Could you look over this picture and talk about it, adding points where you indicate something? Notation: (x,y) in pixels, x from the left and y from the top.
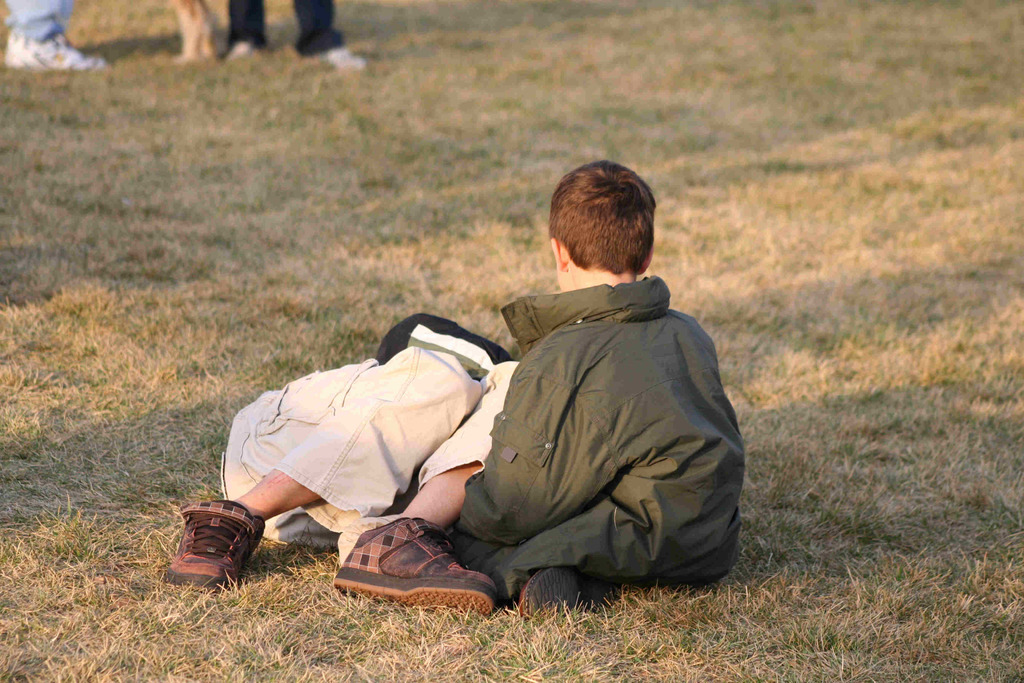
In this picture there is a man (289,405) who is lying on the floor (484,282) in the center of the image (350,444) and there is a small boy (619,281) in the center of the image (628,267), there are other people (55,14) at the top side of the image (17,41).
